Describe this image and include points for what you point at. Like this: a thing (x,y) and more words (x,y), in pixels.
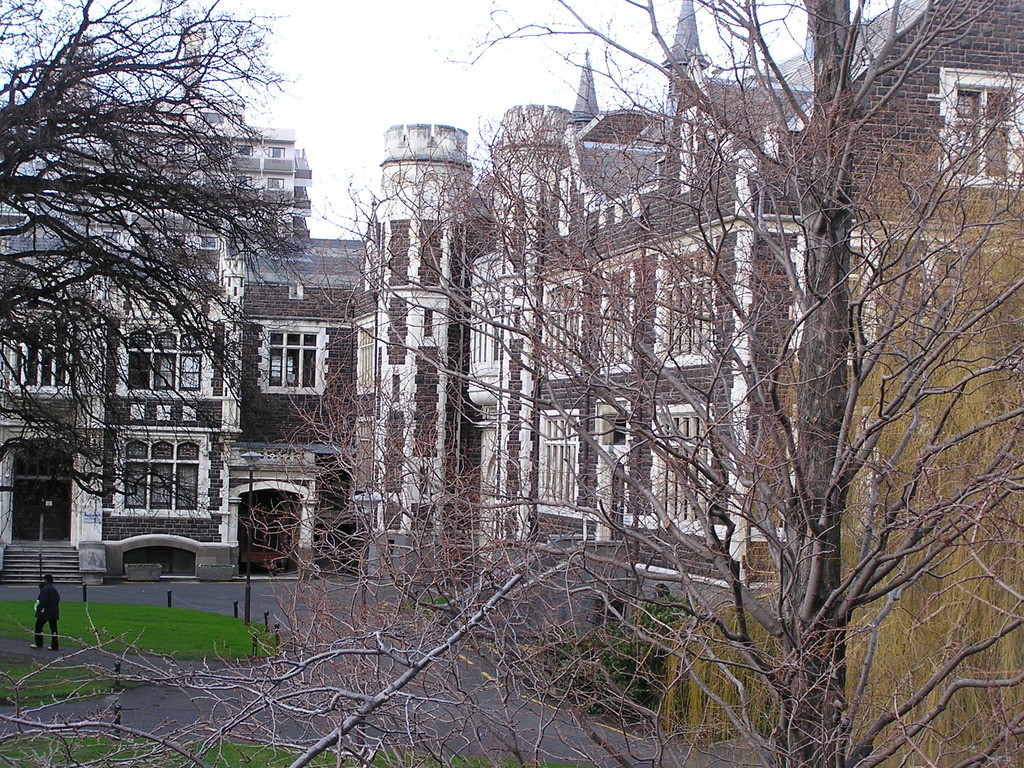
In this image we can see trees (80,377). On the left side (56,611) there is a person (49,611) walking on the road (223,666). In the back (198,460) there are buildings (181,365) with windows (154,374). In front of the building (58,510) there are steps (51,562). In the background (363,73) there is sky (301,94).
